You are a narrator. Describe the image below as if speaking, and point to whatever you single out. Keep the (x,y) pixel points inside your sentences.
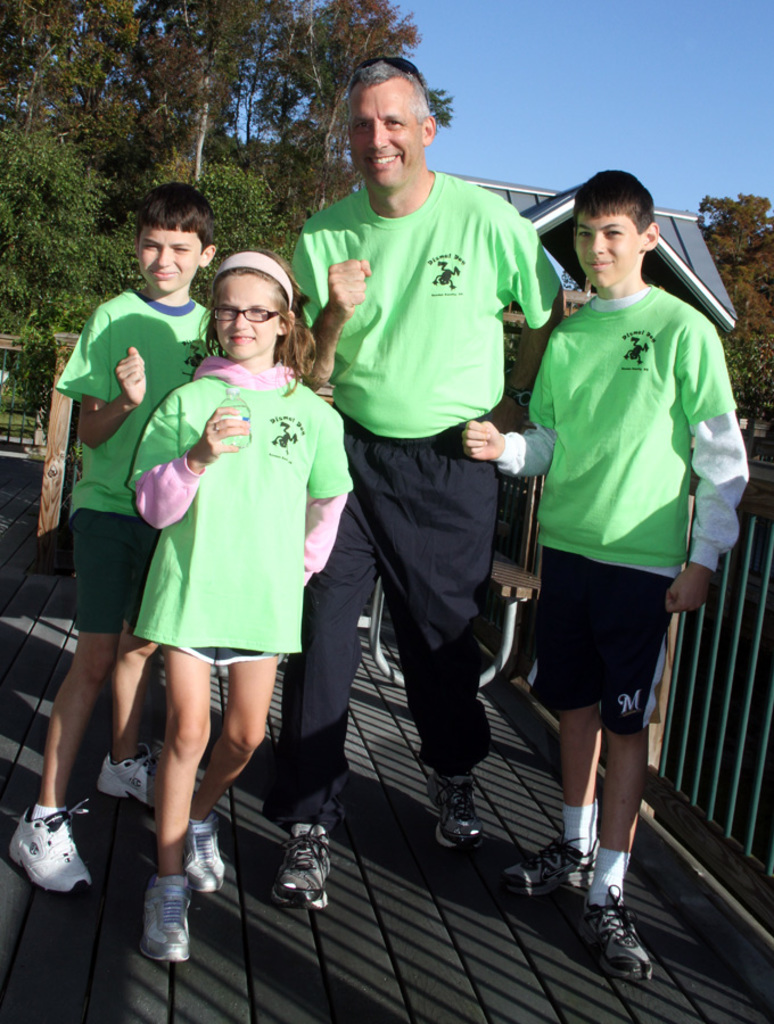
In the image in the center (391,413), we can see four people (425,325) are standing and they are smiling, which we can see on their faces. In the background (430,76), we can see the sky (653,89), trees (17,211), one building (544,215), roof (544,215) and fence (540,712).
